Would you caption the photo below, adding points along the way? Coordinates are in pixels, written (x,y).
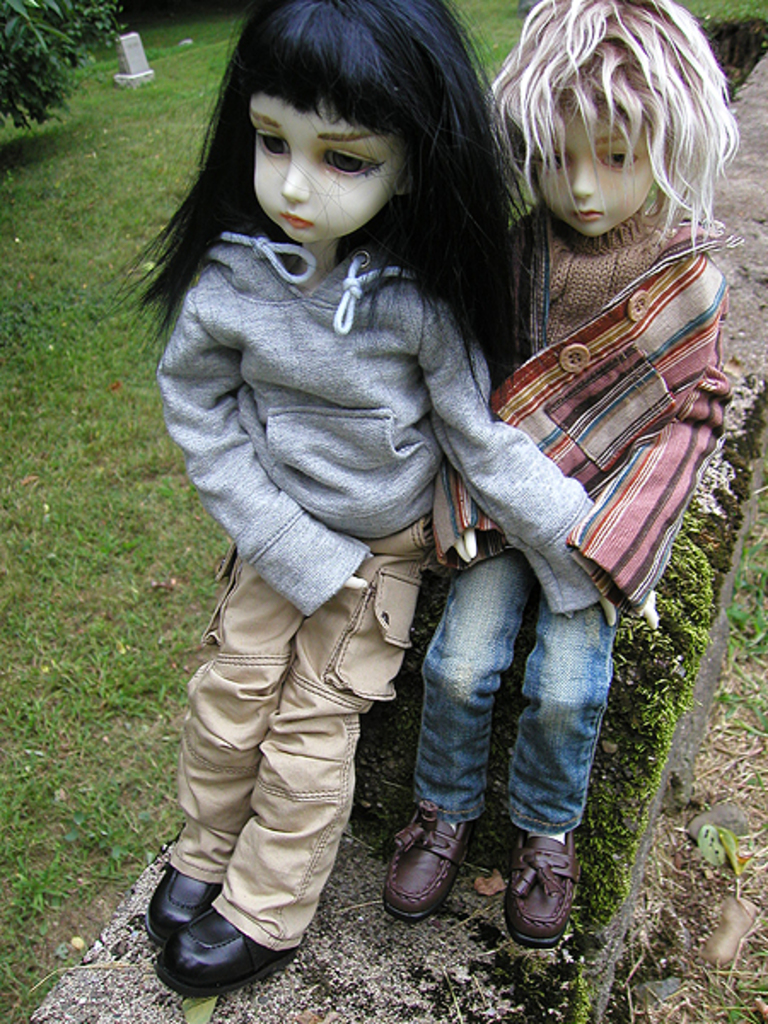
In this image we can see two dolls (435,524), grass (75,613). To the left side of the image (6,24) there are leaves (66,35).
